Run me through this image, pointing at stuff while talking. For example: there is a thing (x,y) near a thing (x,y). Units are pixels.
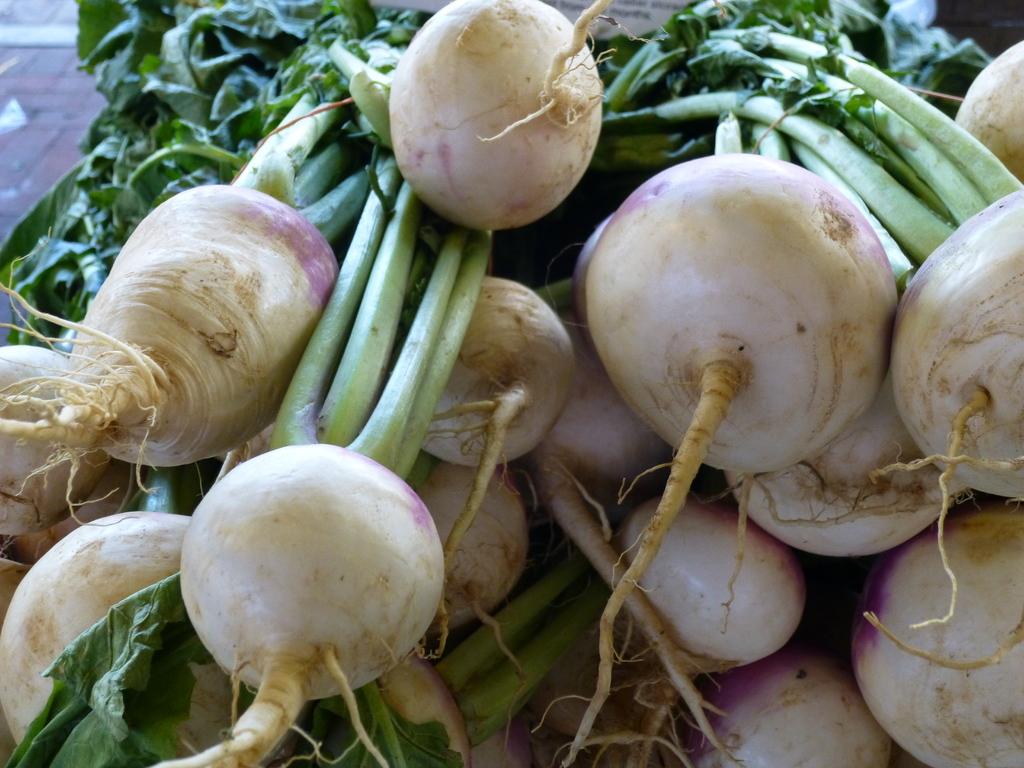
In this picture, we can see some vegetables (370,410), spinach (292,80). On the left side (61,143), there is a floor (26,174).
